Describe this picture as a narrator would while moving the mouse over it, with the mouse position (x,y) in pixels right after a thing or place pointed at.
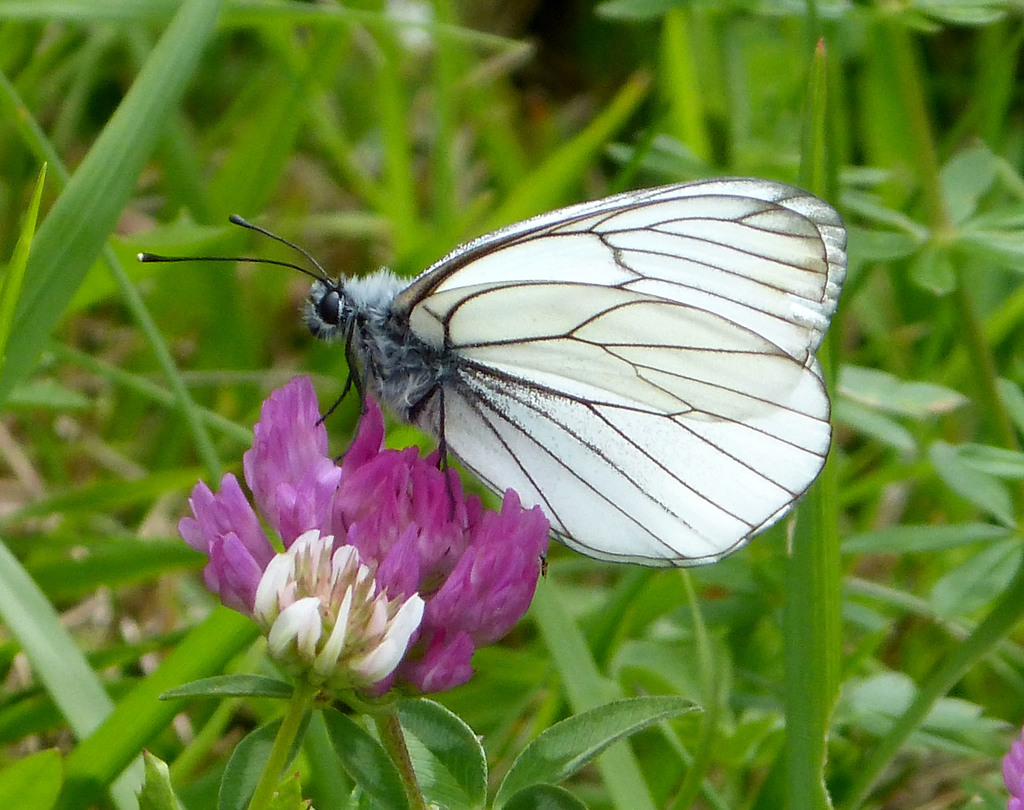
In the middle of this image (672,281), there is a white colored butterfly (493,300) standing on a pink color flower (512,527). Beside this pink color flower (427,528), there is a white colored flower (300,633) of a plant (241,748). In the background (228,317), there are other plants (987,280), which are having green color leaves (817,689).
